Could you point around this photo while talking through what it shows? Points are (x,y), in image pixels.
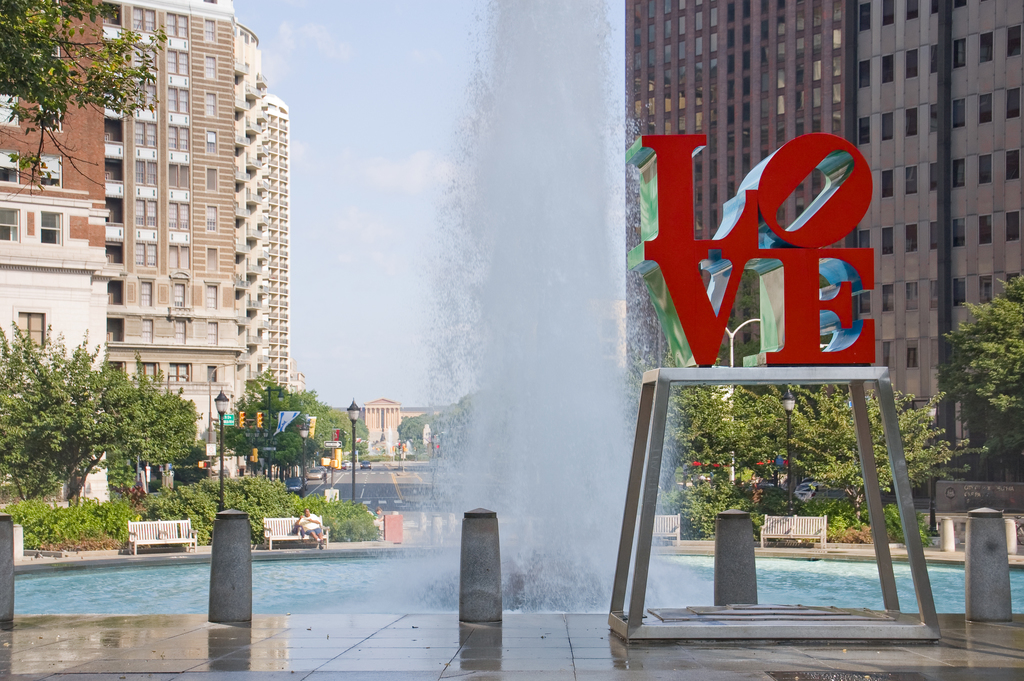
This image is clicked near the pools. In the front (569,564), there is a pool (848,564) in which there is a fountain (557,285). To the left (120,194) and right, there are big buildings (626,17) along with trees (135,449) and plants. At the bottom (344,664), there is floor (319,650). To the top (373,106), there is sky (299,103).
